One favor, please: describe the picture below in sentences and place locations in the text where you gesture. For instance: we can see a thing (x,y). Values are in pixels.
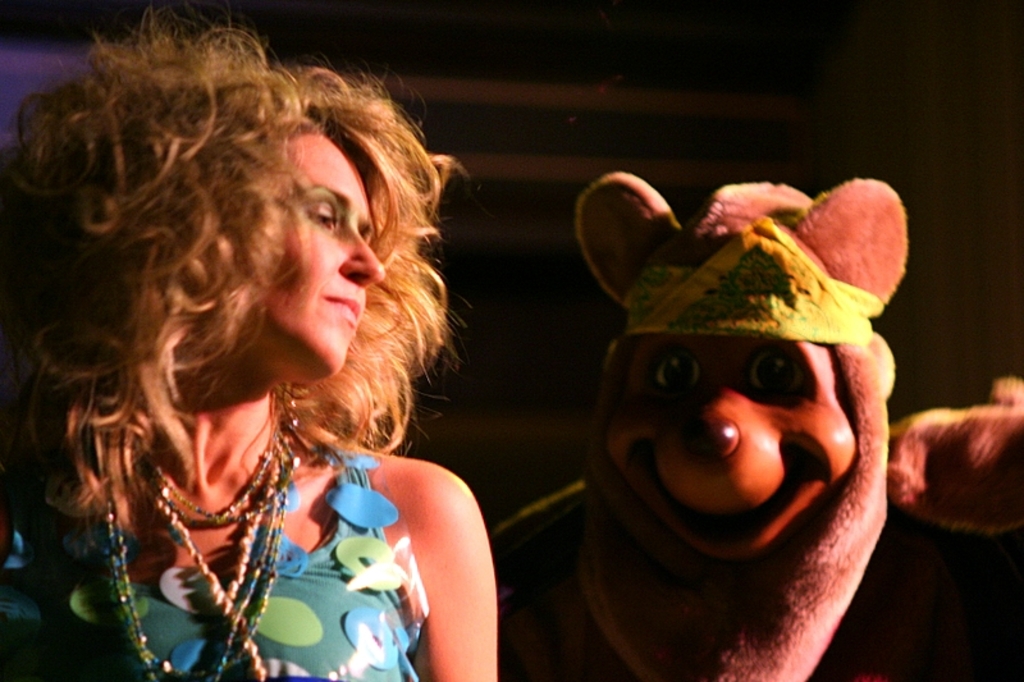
In the foreground of this picture (414,514), there is woman (407,467) in blue dress (362,605). Behind her, there is a person (661,414) wearing a mask (770,527) on his head (830,563). On top (484,88), there is a wall (814,43) and a curtain (937,64).
